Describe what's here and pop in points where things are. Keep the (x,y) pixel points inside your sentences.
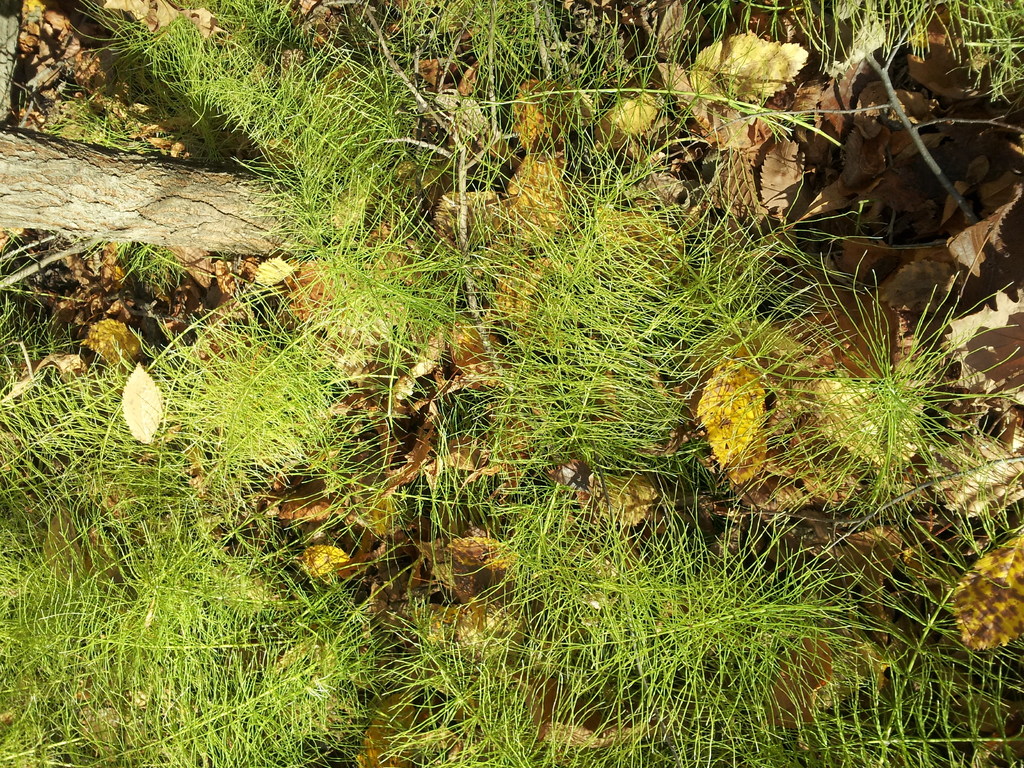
This picture shows a tree (169,196) and grass (445,254) on the ground (647,227) and few leaves (782,99).
